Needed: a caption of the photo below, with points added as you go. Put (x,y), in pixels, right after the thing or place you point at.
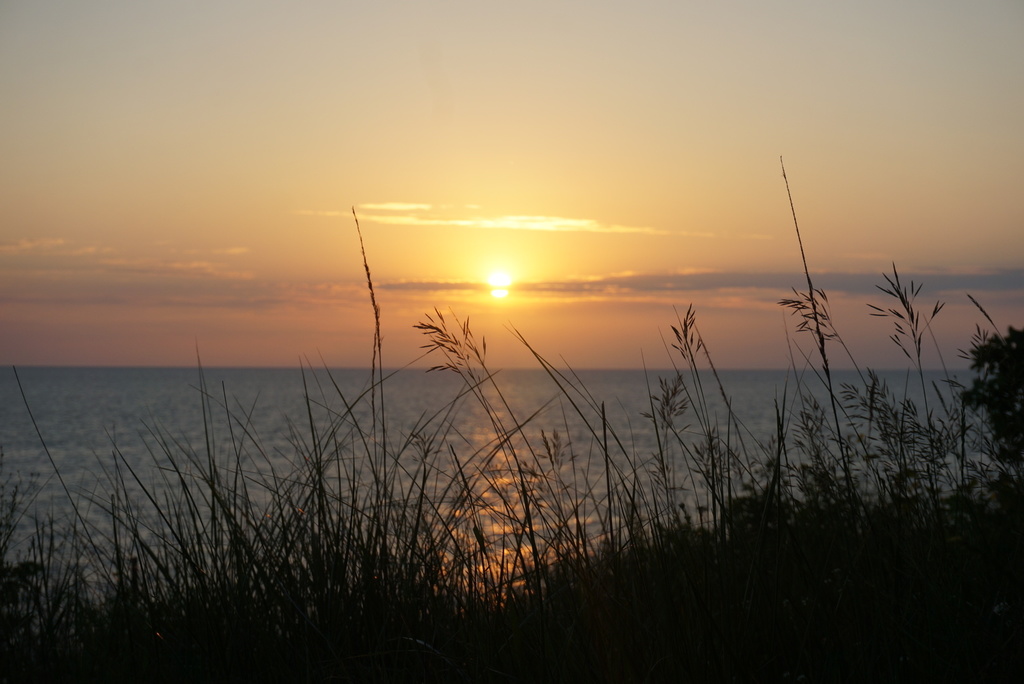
In this image I see the plants (399,612) in front (213,645) and in the background (301,476) I see the water (116,436) and the sky (478,207) and I see the sun (500,287) over here.
